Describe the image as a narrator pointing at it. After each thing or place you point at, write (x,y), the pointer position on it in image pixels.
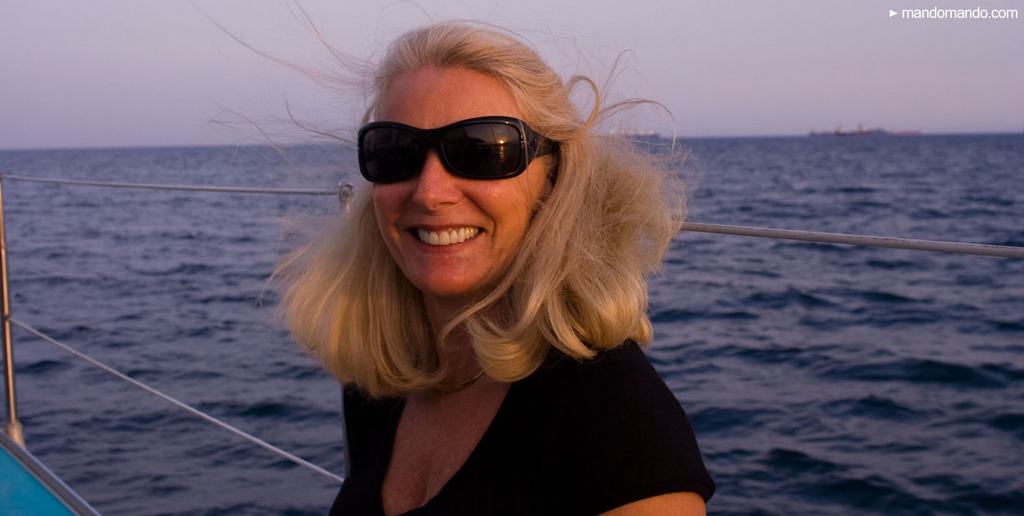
In this image there is a person (603,514) on the boat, which is on the water (704,272), and in the background (723,197) there are boats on the water (841,168) and there is sky (775,77) and a watermark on the image.
